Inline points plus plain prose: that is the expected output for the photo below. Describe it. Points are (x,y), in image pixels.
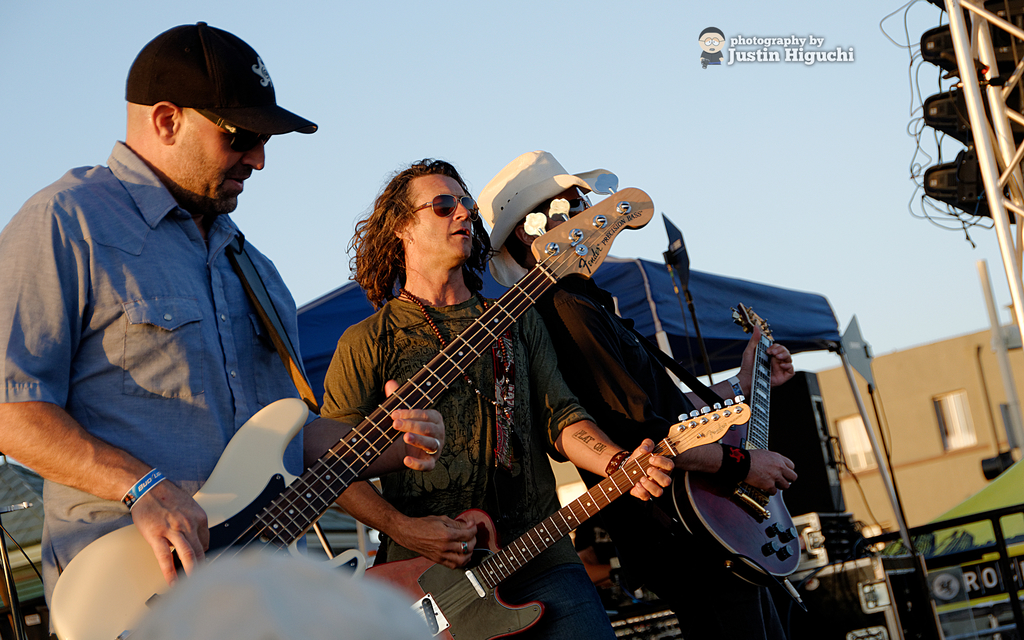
In this picture we can see three persons (600,384) are playing guitar (219,518). There is a building (876,384) and this is sky (574,115).
